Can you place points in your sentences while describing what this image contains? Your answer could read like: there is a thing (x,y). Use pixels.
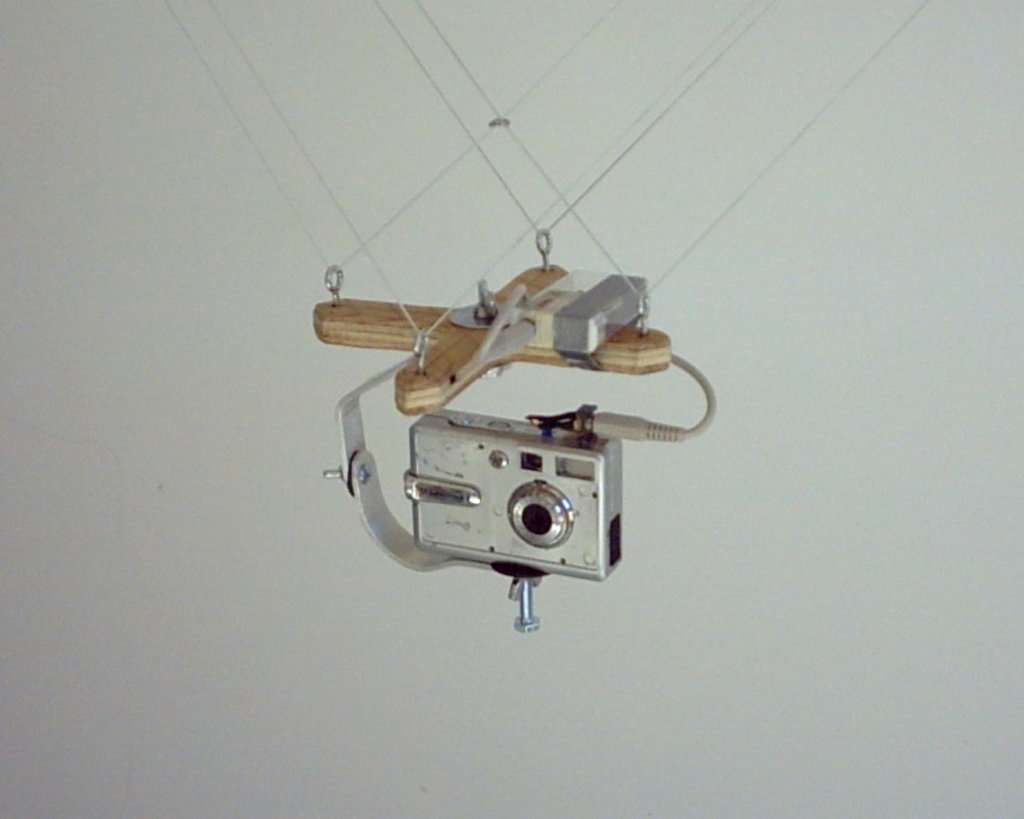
In this image we can see a camera (570,451) with a stand (484,365) tied with some threads (593,238). On the backside (213,527) we can see a wall (558,598).
